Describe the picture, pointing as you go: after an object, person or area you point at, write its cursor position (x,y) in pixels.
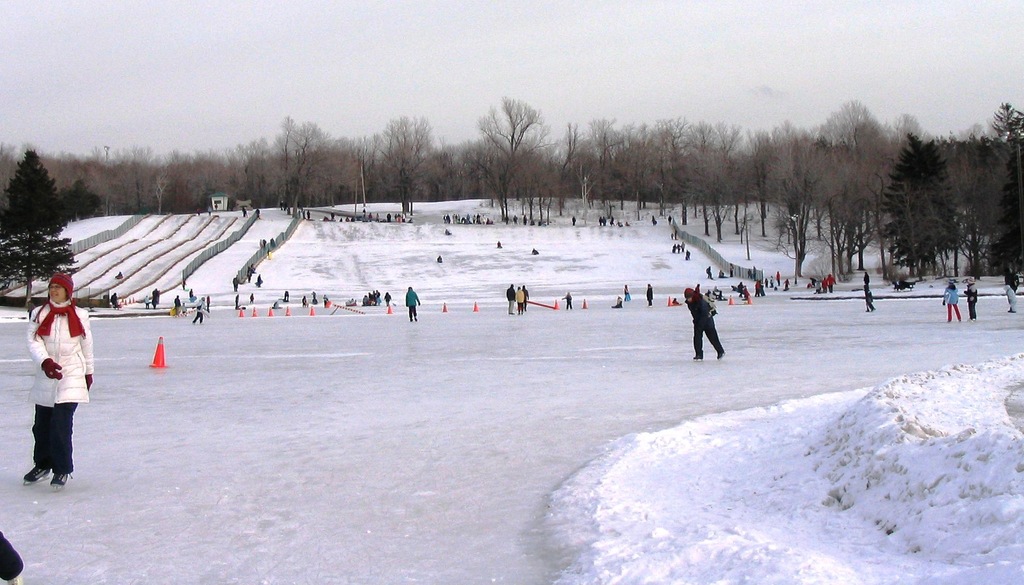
In this image there are persons (158,295) skating on the snow (348,362). In the background (645,154) there are trees (756,173) and the sky (450,52) is cloudy.
